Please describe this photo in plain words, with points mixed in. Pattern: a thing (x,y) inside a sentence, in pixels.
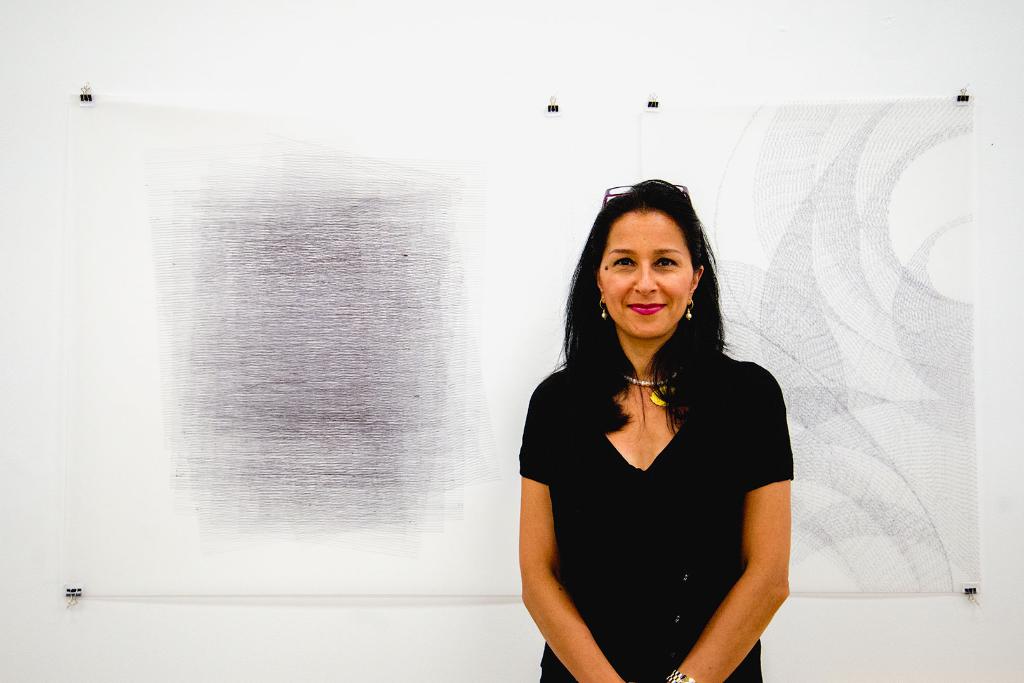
On the right side (695,371), there is a woman (643,299) in a black color dress (673,440), smiling and standing. In the background (667,172), there is a painting (385,181) which is attached to the white wall (577,10).
